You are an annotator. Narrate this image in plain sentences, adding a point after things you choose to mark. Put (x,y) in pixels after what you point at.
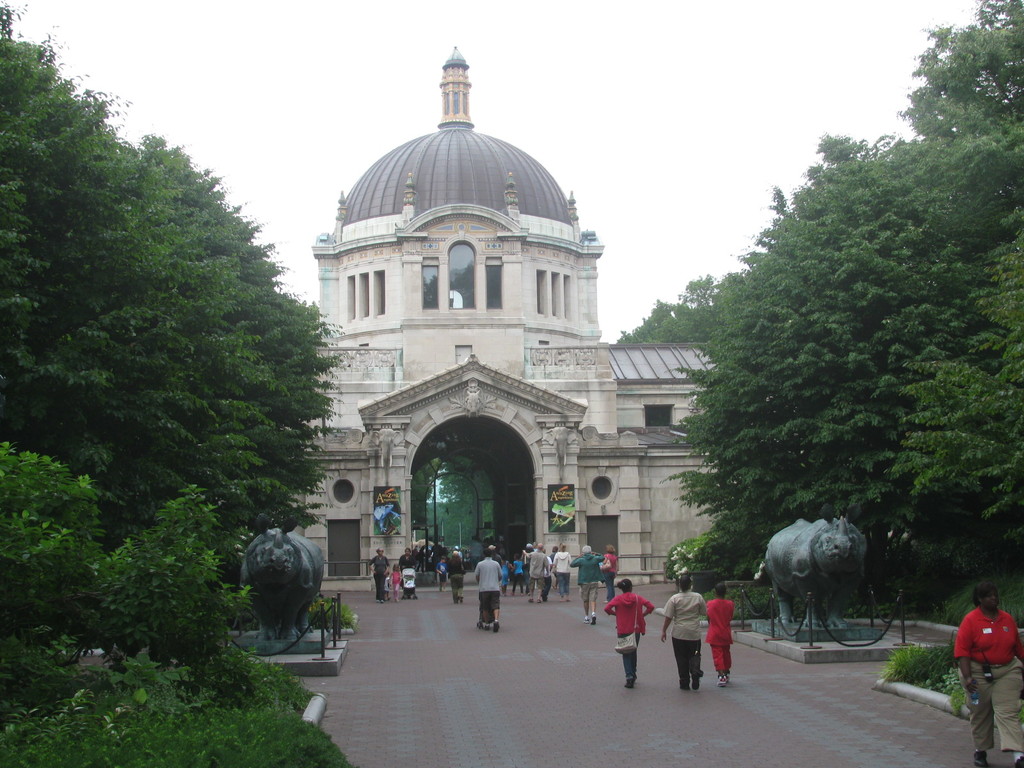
There is a road (497,663). There are many people (481,568) walking on the road (372,607). On the sides there are statues (841,563) and trees (77,511). In the back (354,318) there is a building (386,297) with arches (423,513), pillars (540,523). On the building (602,496) there are posters (398,501). In the background (352,73) there is sky (655,98).
